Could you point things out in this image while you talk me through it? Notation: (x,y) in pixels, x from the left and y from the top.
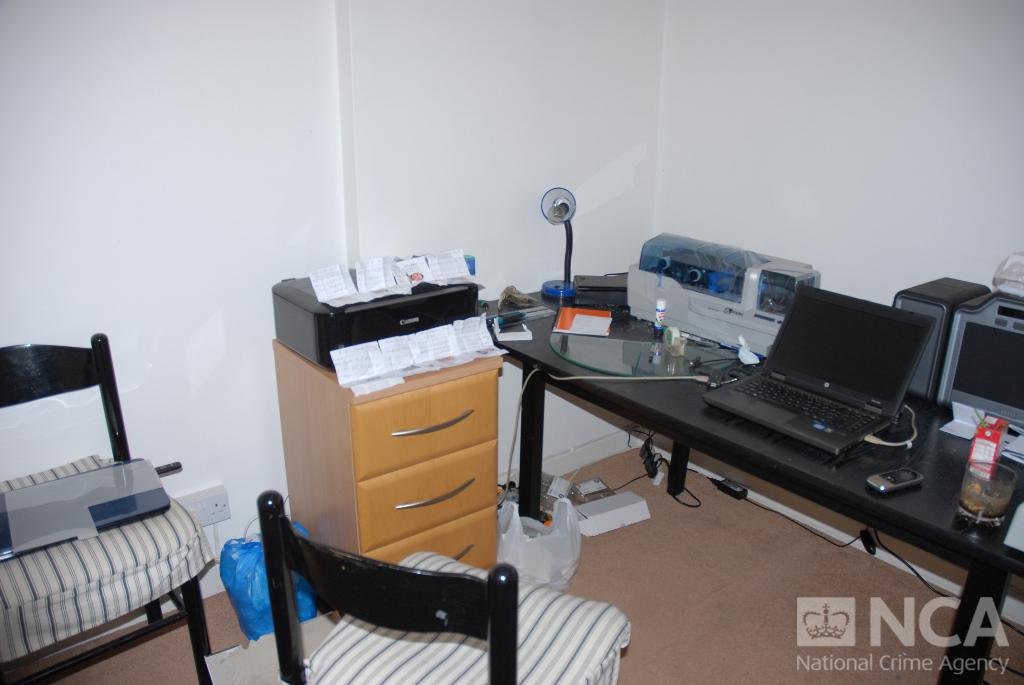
There are laptop (793,390), a printer (749,296), a table lamp (570,237) and few other articles (649,362) on table (663,400). There is printer (471,303) on a set of drawers (415,439). There is another laptop (114,494) on a chair (181,534).
